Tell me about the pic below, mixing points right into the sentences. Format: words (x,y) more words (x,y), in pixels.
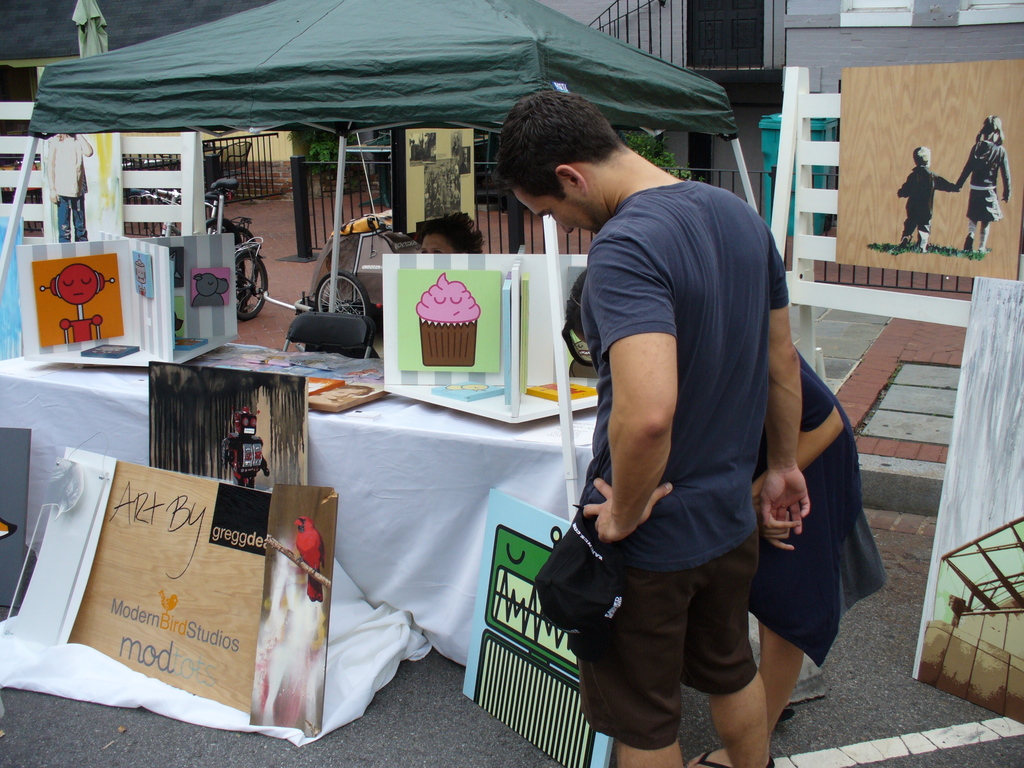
In the background (901,29) we can see the wall (933,40), plants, fence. Under the tent (397,33) we can see few artboards (406,319) with art (99,174) are placed on the table (590,412) and we can see a person (629,432). We can see the people (623,304), bicycles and a chair (332,314). On the floor (899,670) we can see few artboards (956,642) with art (944,647). On the right (949,644) and left side of the picture (83,184) we can see artboards (84,180) with art (940,180).
